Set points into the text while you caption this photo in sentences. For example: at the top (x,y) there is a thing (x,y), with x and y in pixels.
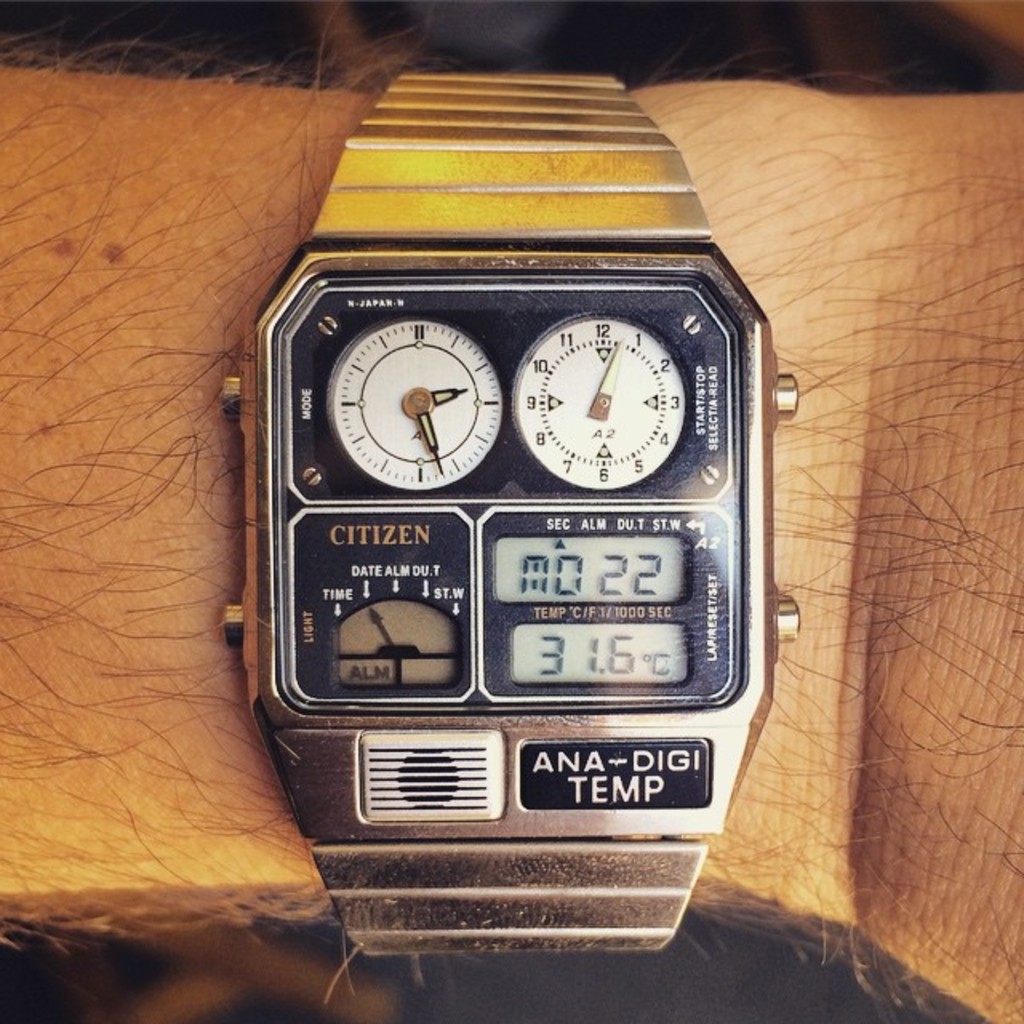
In this image we can see a person's hand (218,325) with watch (429,181) and the background (595,26) is blurred.
